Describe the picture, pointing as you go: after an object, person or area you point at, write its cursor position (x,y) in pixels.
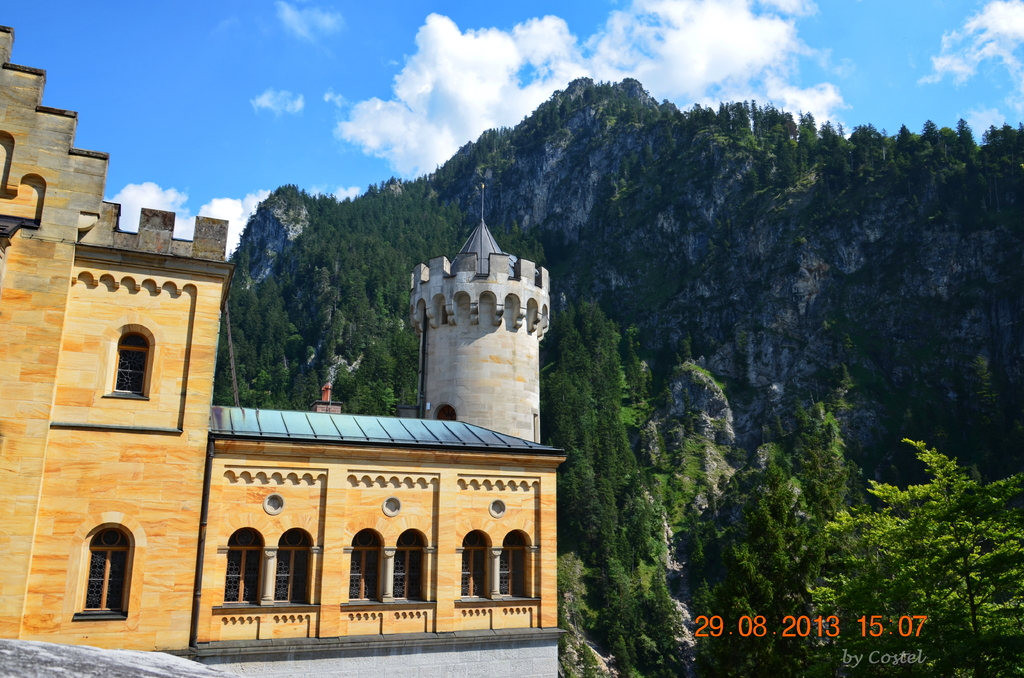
In this image I can see a building (97,382) in the front (270,416) and I can also see number of trees (401,225) on the right (851,497) and behind the building (210,462). In the background (275,176) I can see clouds (557,85), the sky (387,78) and on the bottom right side of this image (828,643) I can see a watermark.
